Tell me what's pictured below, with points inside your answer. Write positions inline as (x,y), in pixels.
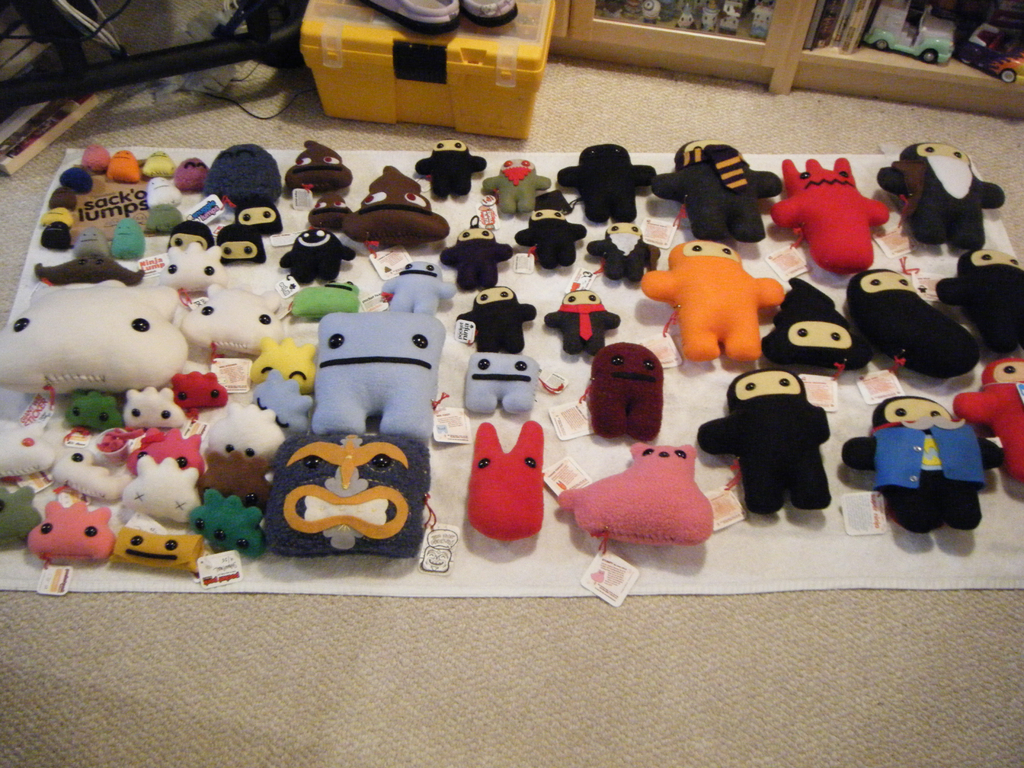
In this picture we can see toys (946,343) with tags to it and these toys (250,490) are placed on a cloth (89,571), box (423,62), wires (239,107).
